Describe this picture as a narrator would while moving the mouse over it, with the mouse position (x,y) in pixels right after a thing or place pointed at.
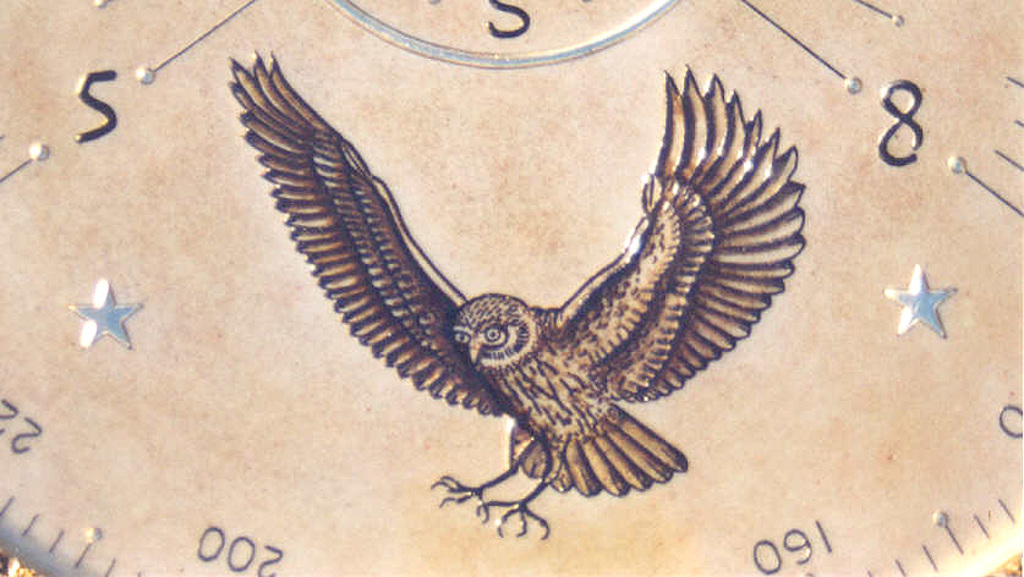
In this image we can see a drawing (386,198) of a bird (330,219). In the background (801,538), we can see group of numbers (903,130).
